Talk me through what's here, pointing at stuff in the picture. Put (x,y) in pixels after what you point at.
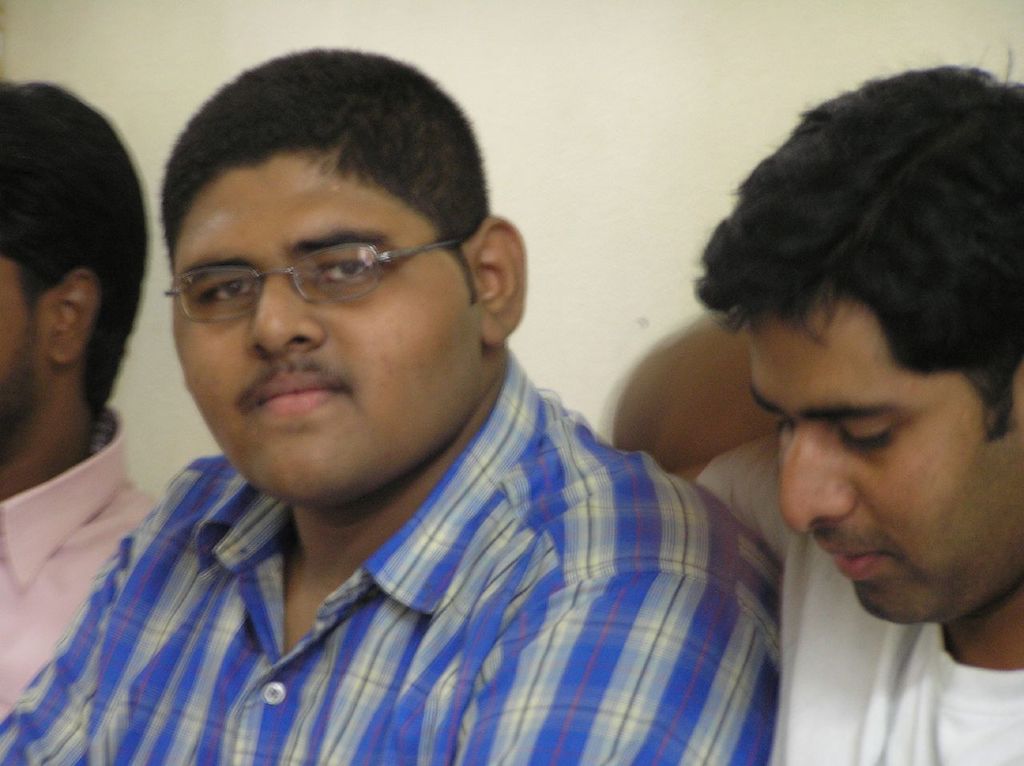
In this image we can see three persons (339,503), among them one person (303,388) is wearing spectacles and in the background (142,101) we can see the wall (520,76).
